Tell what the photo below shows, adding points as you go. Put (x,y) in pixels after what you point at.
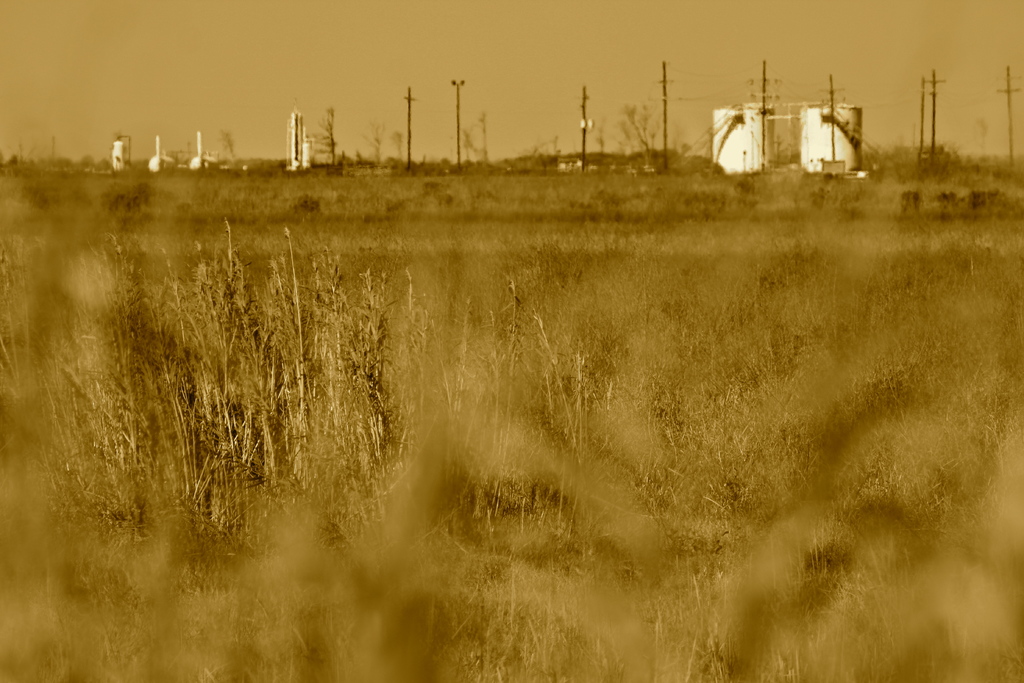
In this image I can see plants (483,395). In the background (657,120) I can see trees (395,159), poles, the sky (405,142) and other objects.
